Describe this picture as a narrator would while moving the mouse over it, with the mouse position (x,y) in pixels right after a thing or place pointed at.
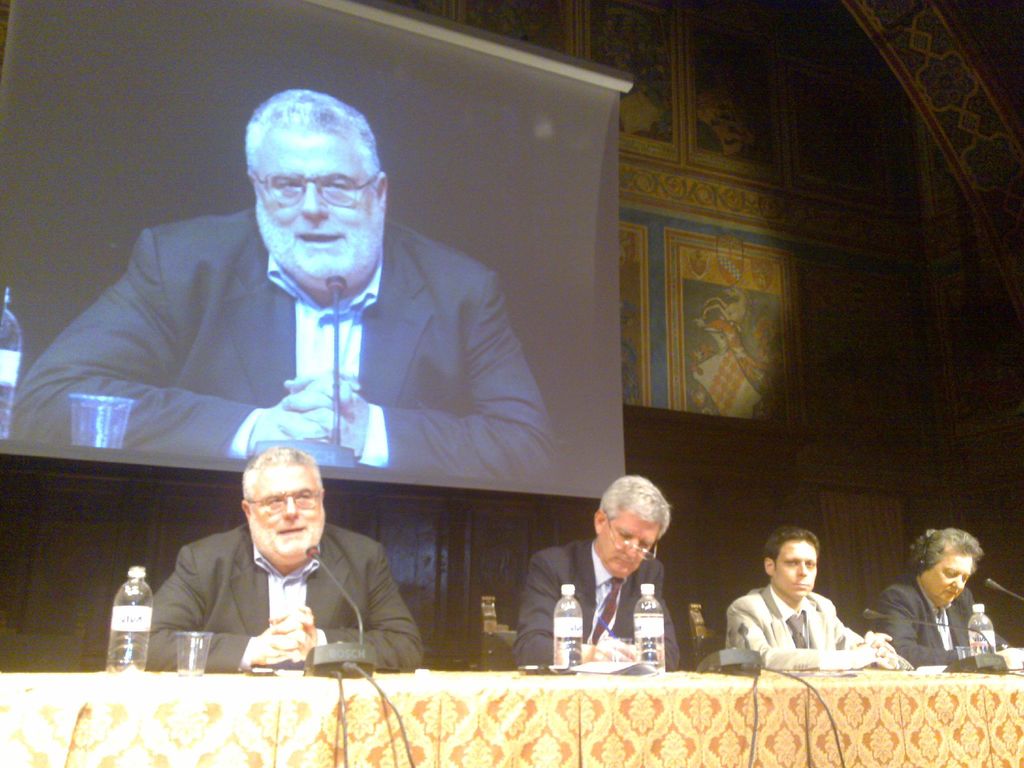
In this image we can see there are a few people (332,596) sitting on a chair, in front of the person (309,633) there is a table (477,703). On the table (556,696) there are water bottles (563,629), glass (186,670), papers (644,666), mic (359,659) and some cables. In the background (402,413) there is a screen (386,413) attached to the wall (713,310). On the screen (283,318) we can see the person (277,270).
